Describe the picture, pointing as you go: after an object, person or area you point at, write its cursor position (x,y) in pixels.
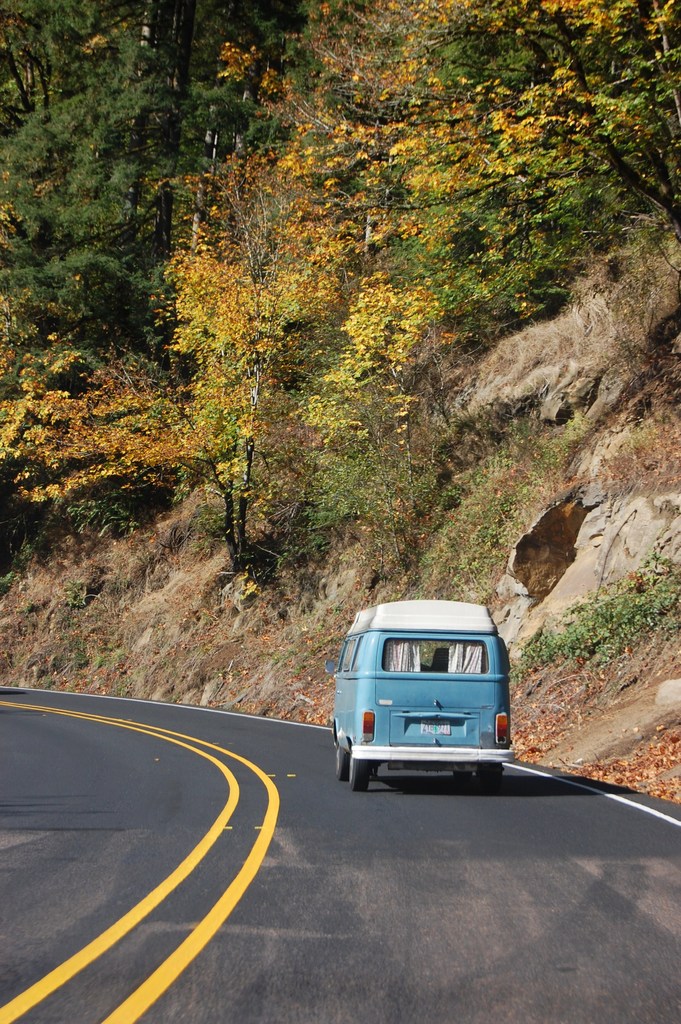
In this image I can see vehicle (472,740) on the road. It is in blue and white color. Back Side I can see trees (423,210) and mountain (465,409).
